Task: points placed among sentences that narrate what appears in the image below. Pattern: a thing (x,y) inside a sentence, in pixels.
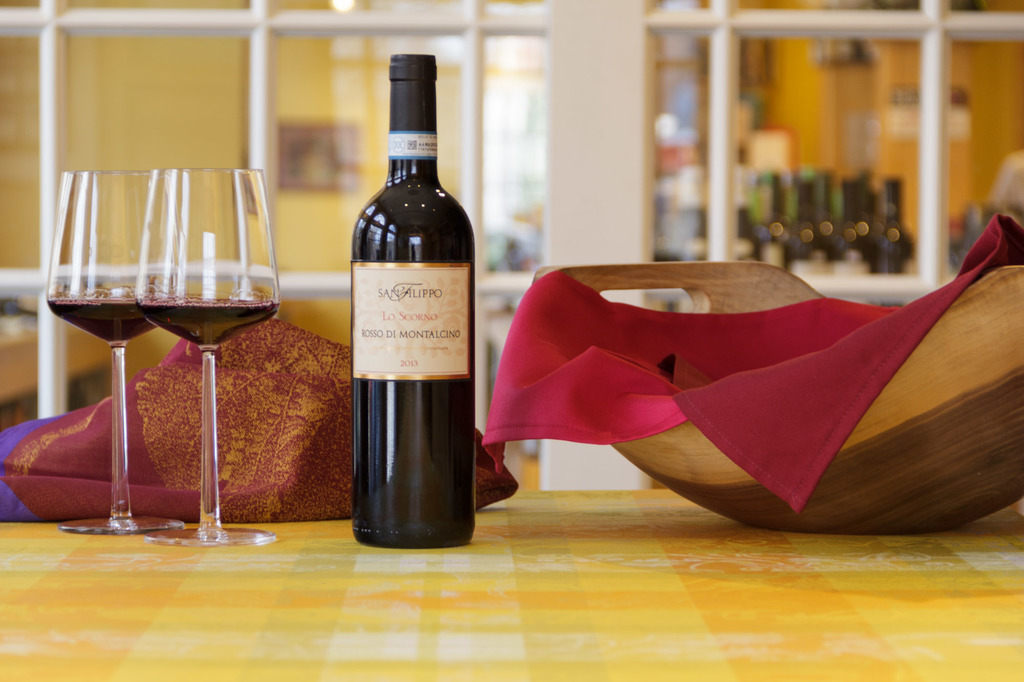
This image consists of a table (303,567) on which there is a bottle (433,410) along with two wine glasses (146,223). And a basket (697,496) made up of wood (712,496) is kept. In the background (634,120), there is a wall (799,121) along with frames (725,107).
